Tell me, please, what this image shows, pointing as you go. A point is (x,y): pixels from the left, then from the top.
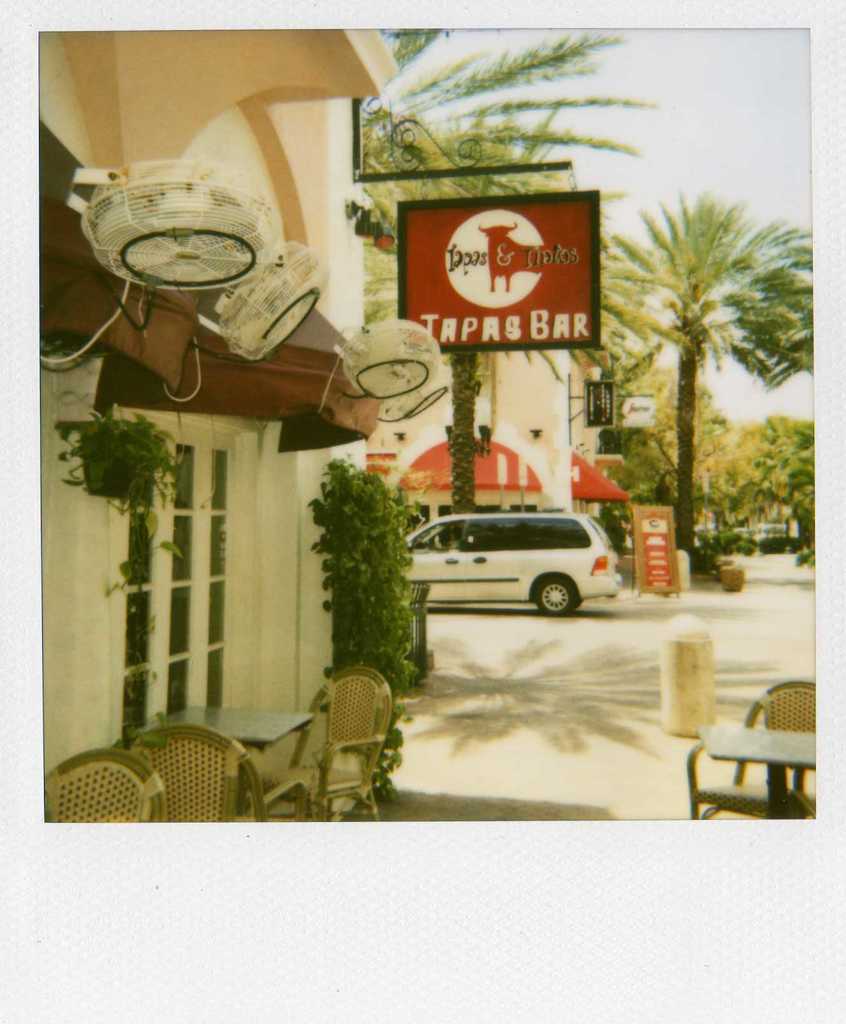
In this image we can see a photograph in which we can see chairs (252,792), tables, flower pots (148,504), windows (162,511), fans (430,409), board (549,288), car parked on the road (621,615), buildings (162,417), trees (694,468) and the sky (641,236) in the background (623,247).
